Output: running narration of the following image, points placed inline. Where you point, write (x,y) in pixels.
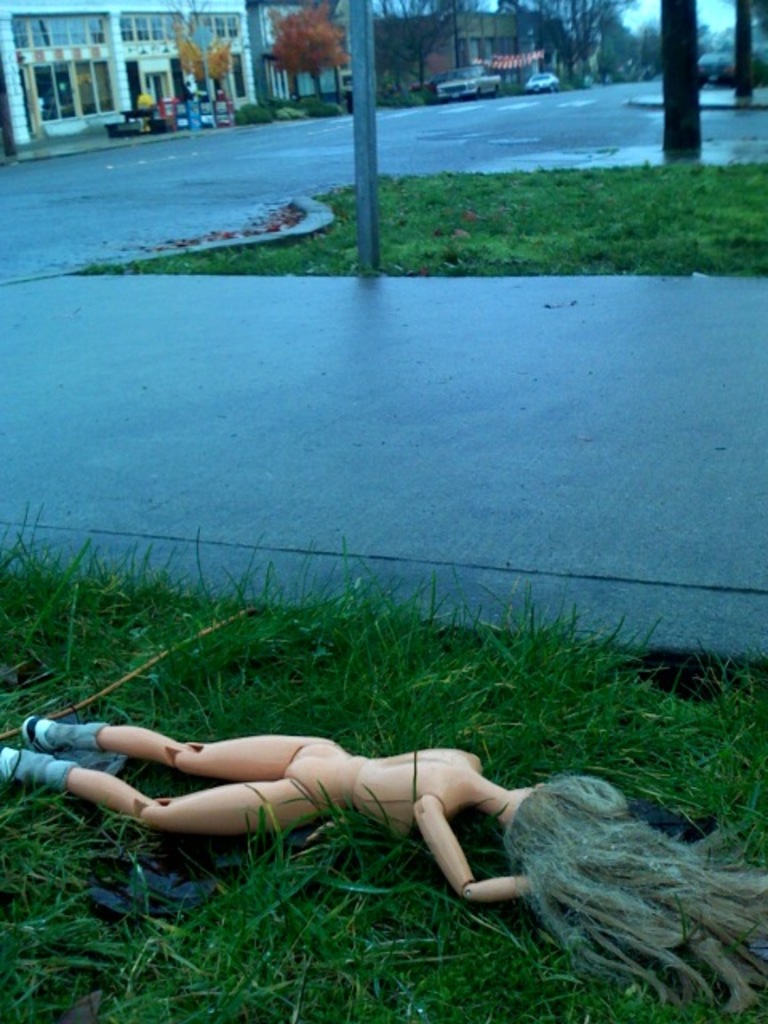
In this image, there are a few buildings (471,35), trees (326,34), poles (664,18), plants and vehicles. We can see the ground (193,448) with some objects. We can also see some grass (336,722) and a toy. We can see the sky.
